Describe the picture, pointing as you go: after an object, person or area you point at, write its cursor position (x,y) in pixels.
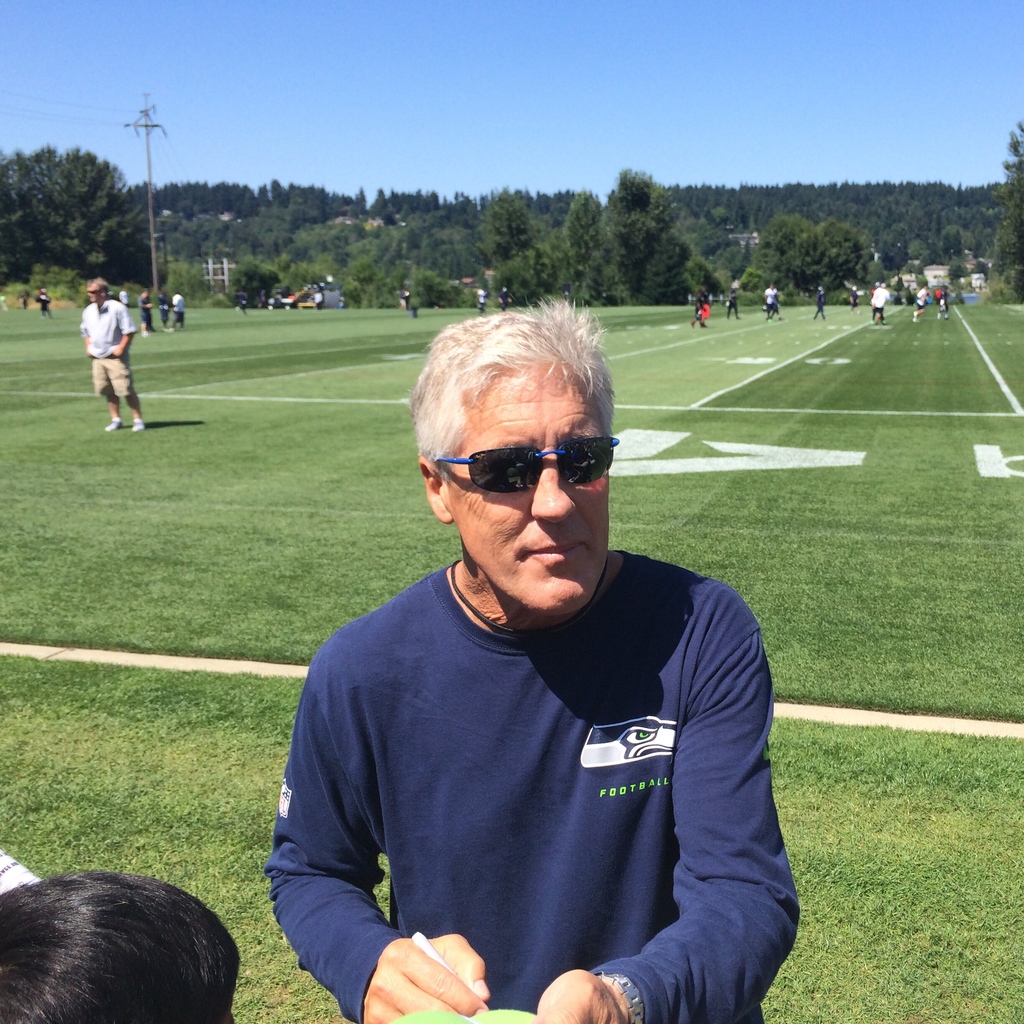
In the image we can see there are many people (107,304) standing and some of them are walking, they are wearing clothes (697,579) and some of them are wearing shoes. Here we can see a man (599,787) wearing a wristwatch (625,985), goggles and holding an object (428,944) in hand (456,979). Here we can see grass (887,838) and trees (426,257). Here we can see electric pole (151,220), electric wires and the sky (559,105).
